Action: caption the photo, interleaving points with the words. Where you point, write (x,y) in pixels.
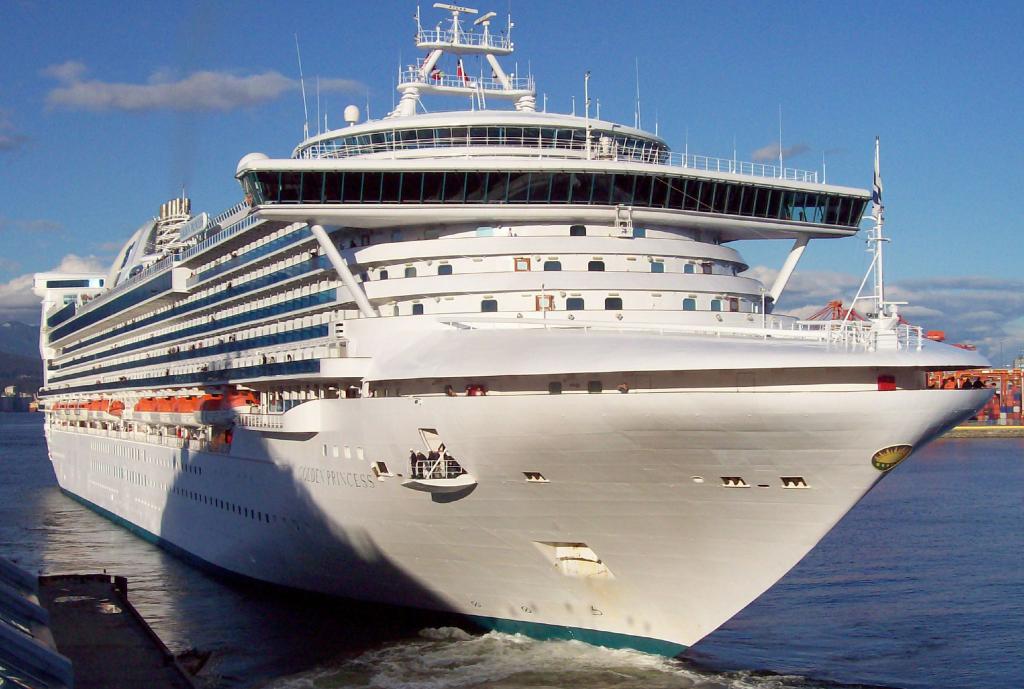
In this image in the center (450,429) there is a ship (391,393) which is white in colour and on the right side (1019,422) there is an object (1000,394) on the water (999,483) and the sky (91,221) is cloudy.
